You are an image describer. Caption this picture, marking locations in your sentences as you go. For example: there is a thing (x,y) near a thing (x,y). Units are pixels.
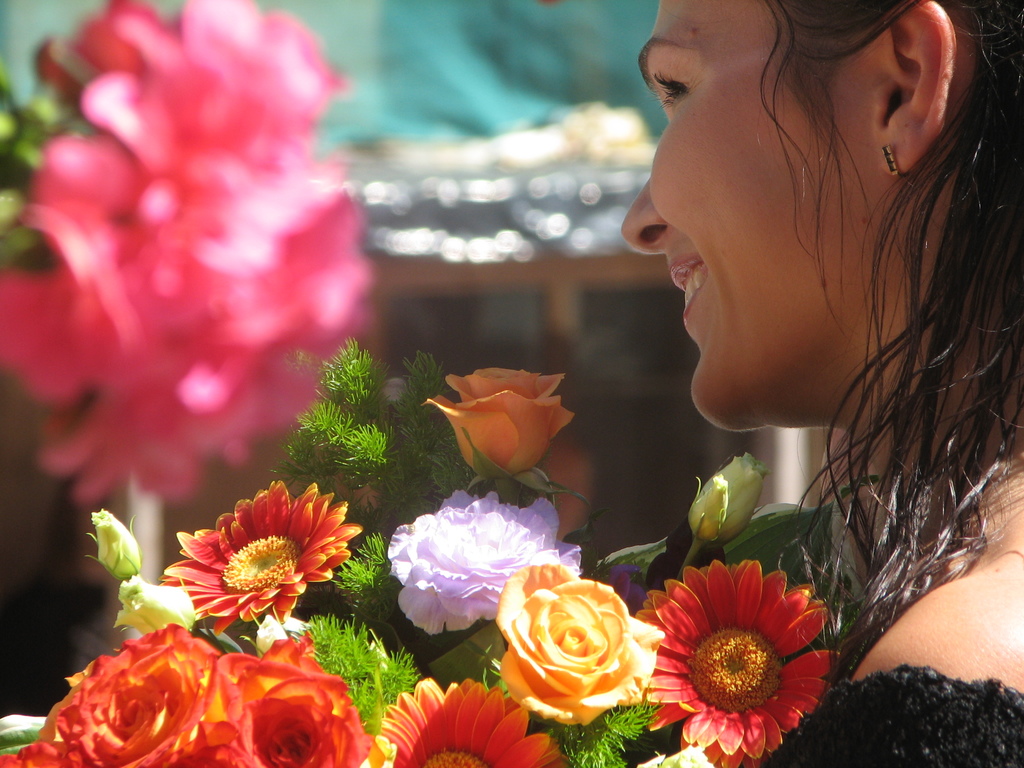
In this image, I can see a woman (907,574) smiling and a bunch of colorful flowers (441,625). There is a blurred background (583,90).
